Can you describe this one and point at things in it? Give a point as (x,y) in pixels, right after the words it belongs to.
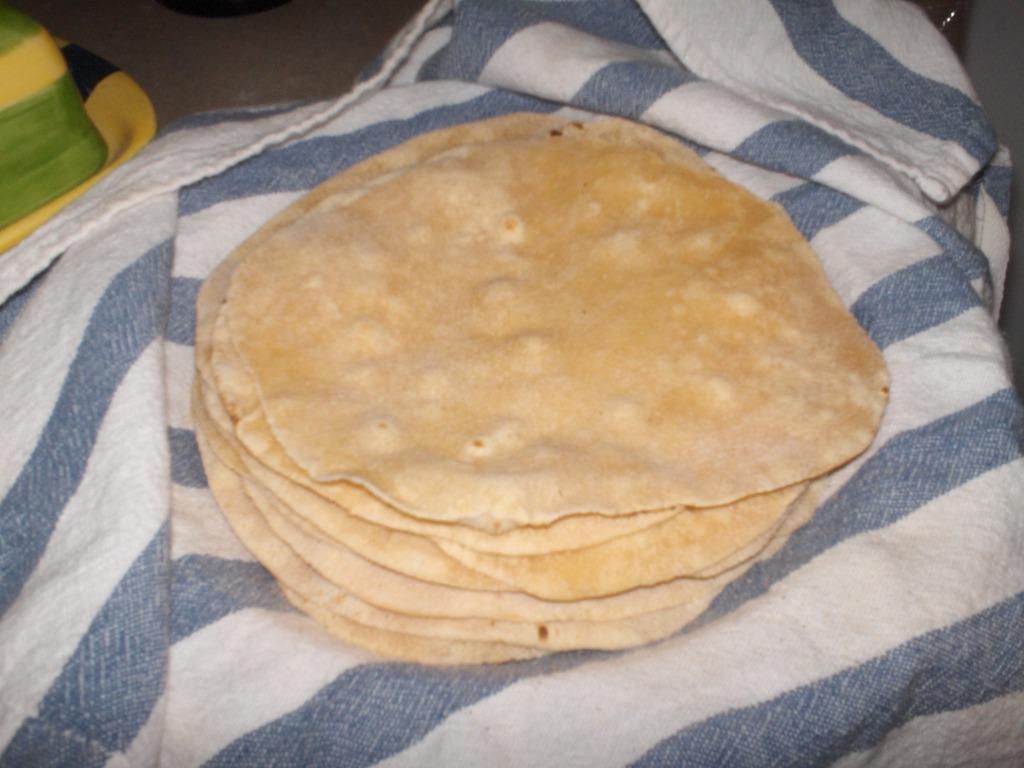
In this image we can see some loaves (581,466) of flat bread (572,497) on a cloth (501,18). At the top left (123,84) we can see an object (69,159).
